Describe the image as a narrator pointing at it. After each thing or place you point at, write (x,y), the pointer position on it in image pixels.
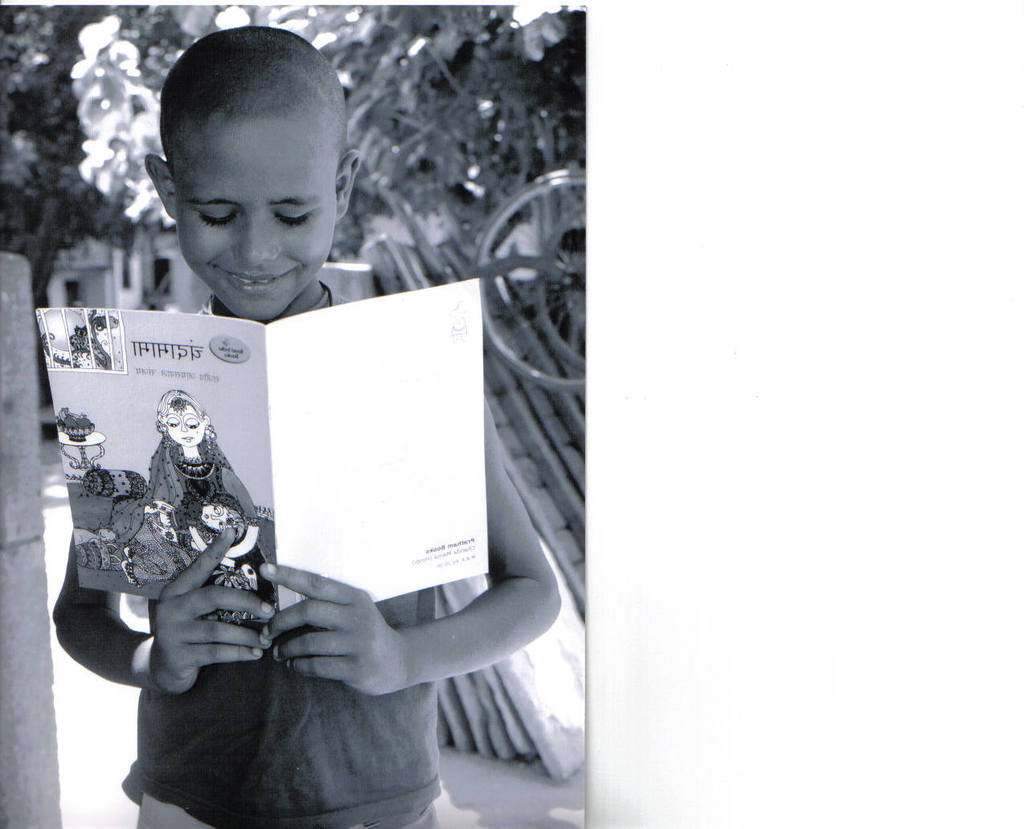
It is a black and white image, there is a boy (157,174) standing in the foreground (234,596) and holding a book (191,355) and the background of the boy (226,253) is blur.
